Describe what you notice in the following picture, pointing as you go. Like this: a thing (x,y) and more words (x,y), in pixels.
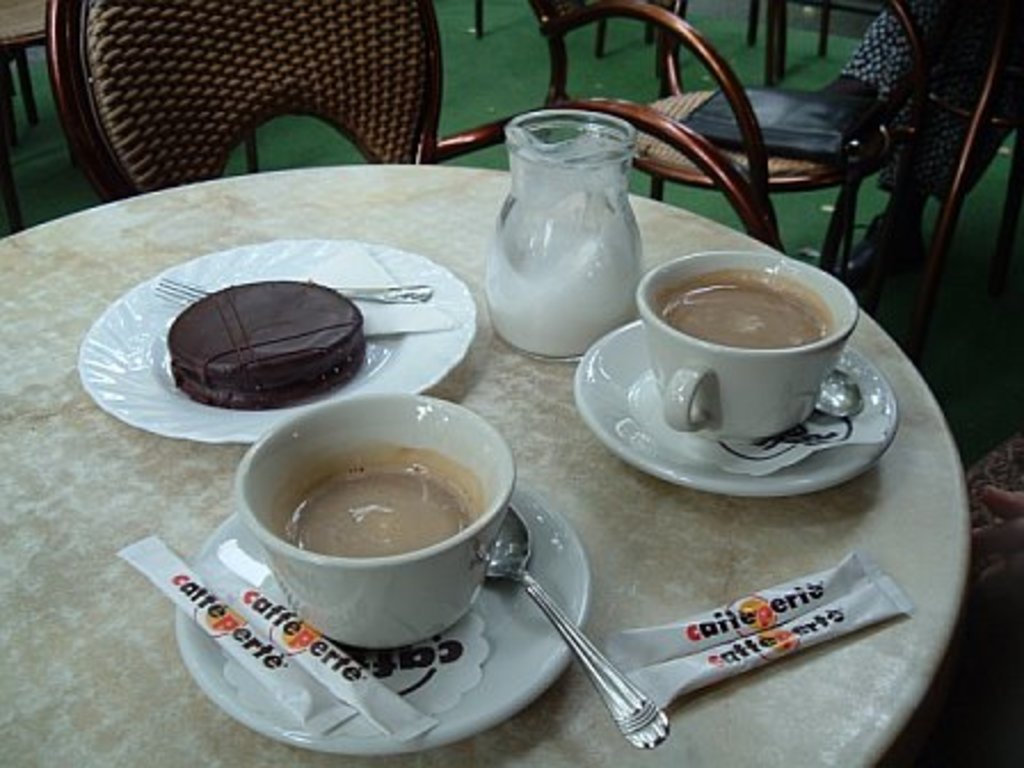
In this image we can see coffee (354,529) in cups (487,448), spoons (546,601), saucer (516,596), jar (530,283), fork (391,300), plate (176,311) placed on the table (59,299). In the background (220,142) we can see chairs (252,140).
